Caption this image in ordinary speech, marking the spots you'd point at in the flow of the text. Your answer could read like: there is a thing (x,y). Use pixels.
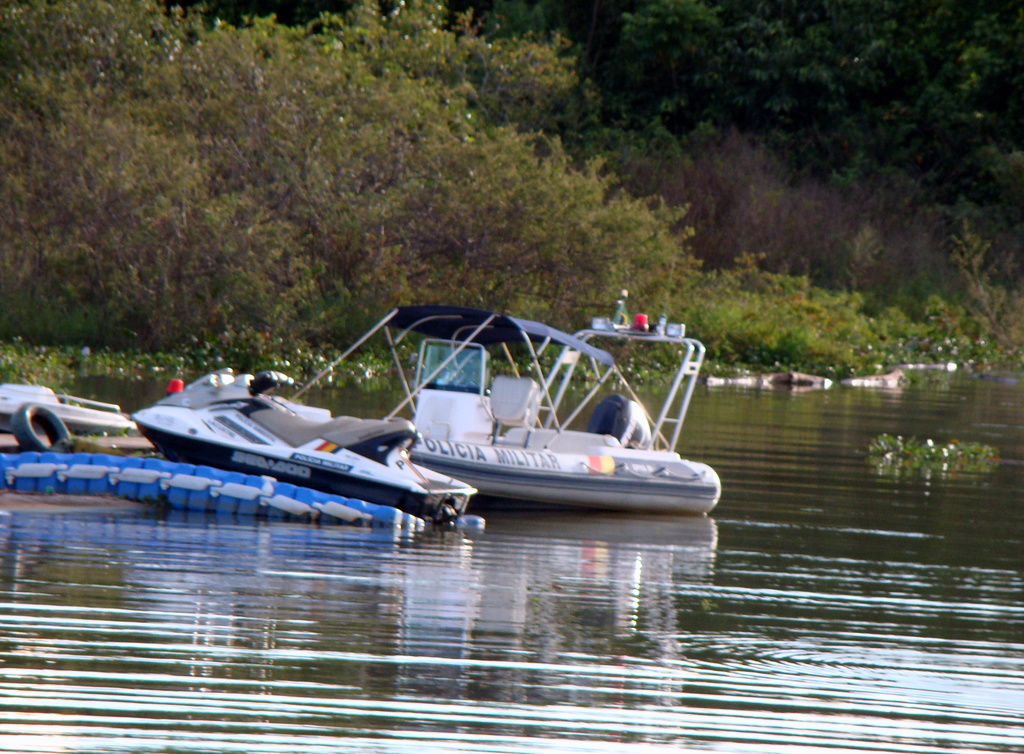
This picture is taken from outside of the city. In this image, on the left side (338,433), we can see few boats (537,412) which are floating in the water (989,617). On the right side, we can see some plants (942,446) in the water (973,483). In the background (498,44), we can see some trees (518,98) and plants (660,244). At the bottom (898,728), we can see water (562,536) in a lake (455,531).
